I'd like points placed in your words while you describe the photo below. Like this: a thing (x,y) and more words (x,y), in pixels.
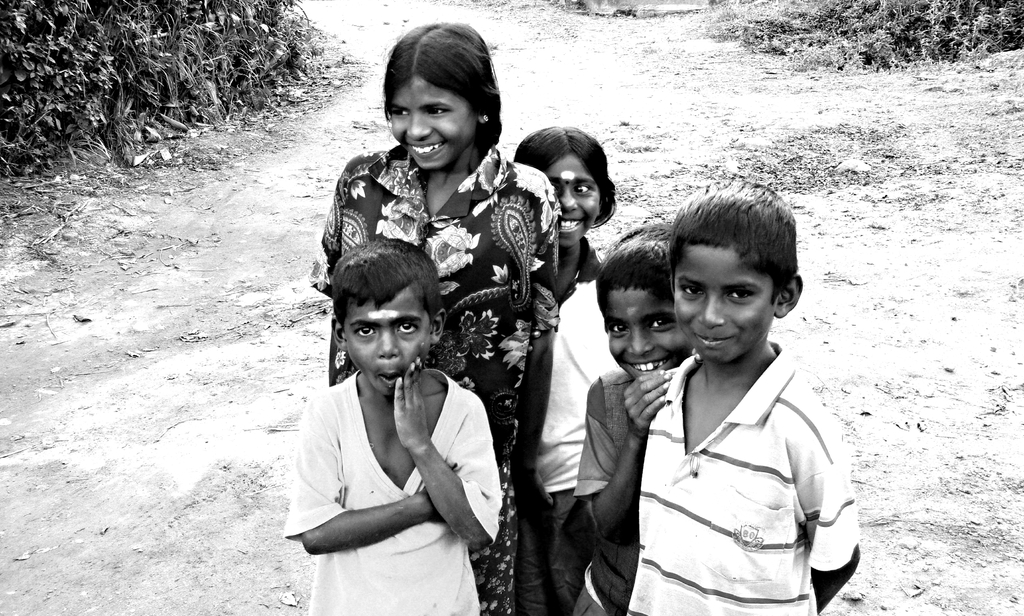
This is a black and white image. There are a few people (332,405). We can see the ground (179,257). We can also see some grass (797,14) and plants (54,8).
